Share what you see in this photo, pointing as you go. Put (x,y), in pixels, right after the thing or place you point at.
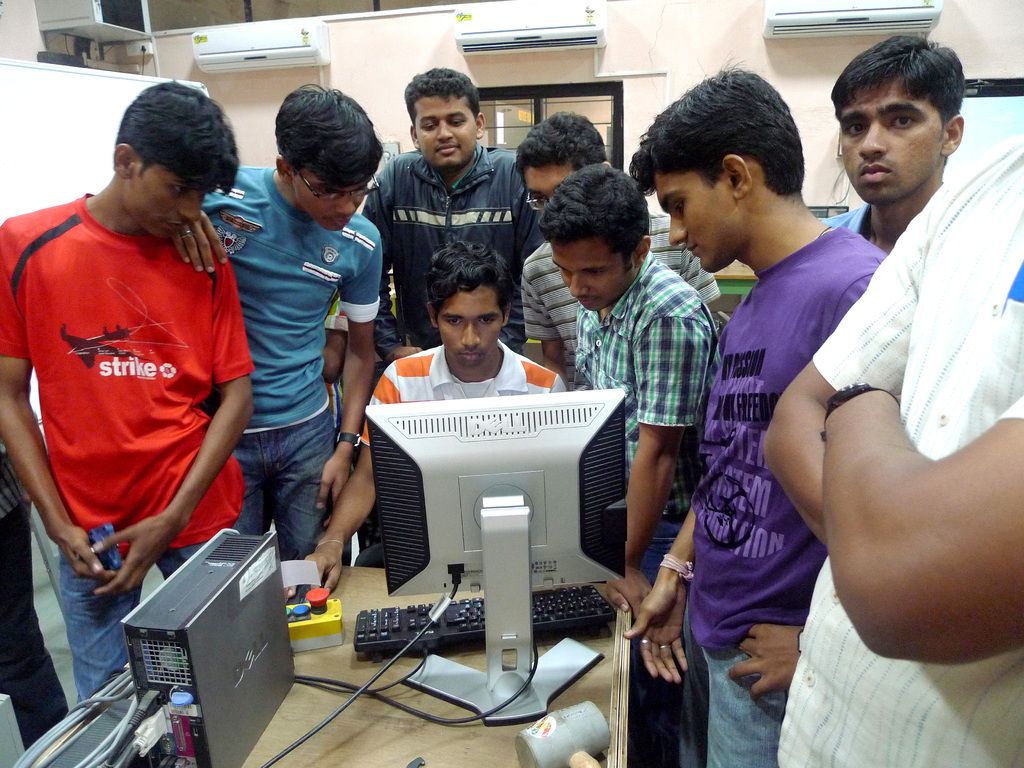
In this picture we can see a few people (184,284) standing. There is a man (477,376) sitting on the chair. We can see a computer (493,463), keyboard (554,603), hammer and devices (215,738) on the table (434,757). There are few air conditioners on the wall (826,82) in the background (170,63).
